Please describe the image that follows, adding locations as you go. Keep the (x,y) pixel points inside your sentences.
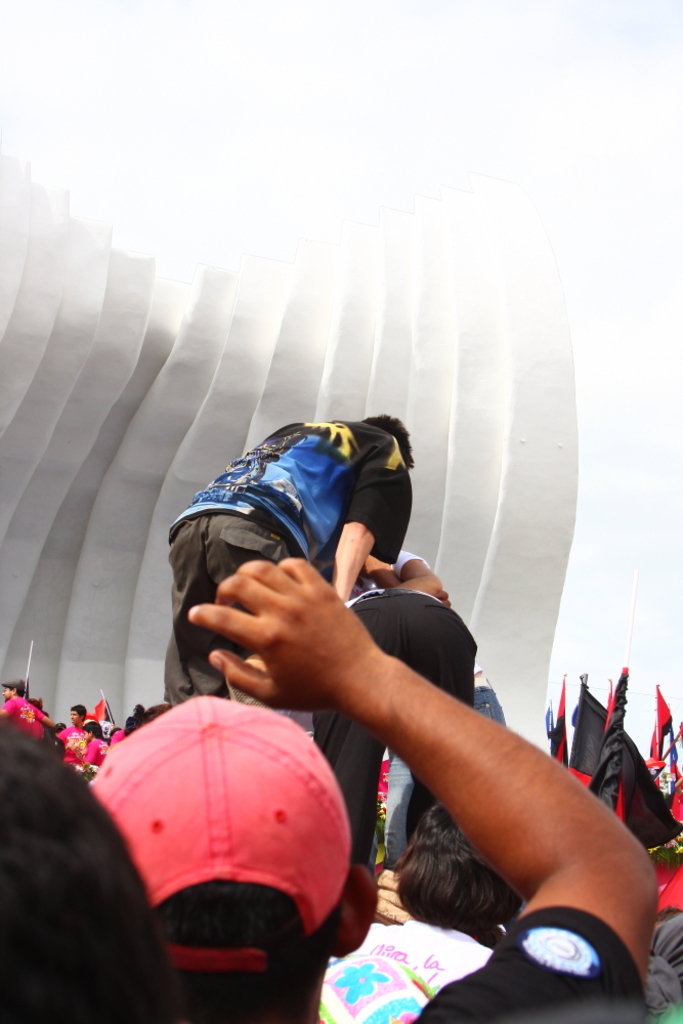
At the bottom of the image (376,796) there are people (325,807). The background of the image (127,221) is not clear. There are flags (608,704) to the right side of the image (581,741).
